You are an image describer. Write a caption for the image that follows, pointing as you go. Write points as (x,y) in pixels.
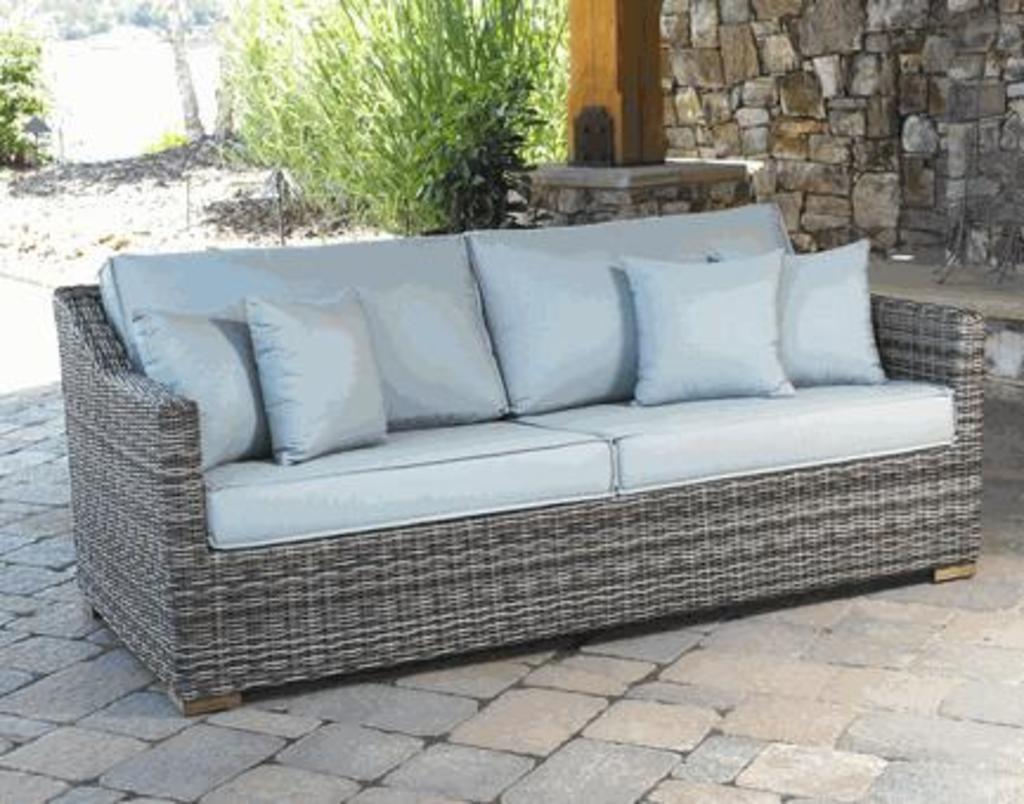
In this image we can see a sofa (601,462) with pillows (709,334). In the background (397,139) we can see shrubs (402,106) and stone wall (845,72).
